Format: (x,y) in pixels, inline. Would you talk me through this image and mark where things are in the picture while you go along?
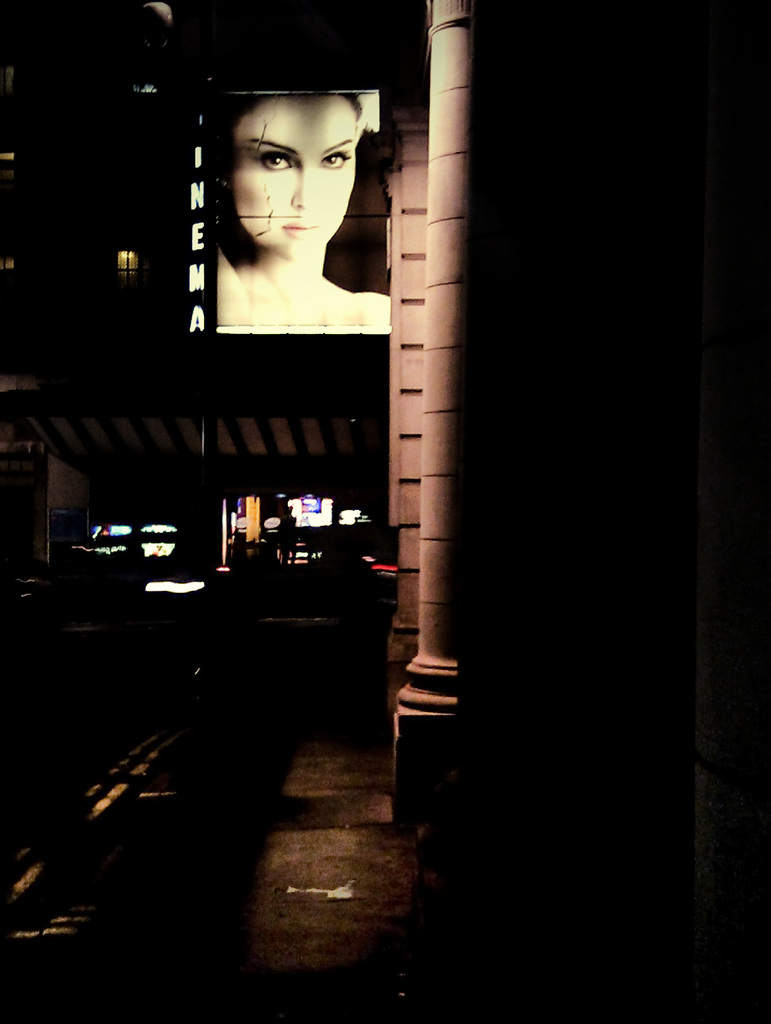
This image is taken during night mode. In this image we can see pillars (438,584) and there is a woman hoarding (289,218) attached to the pillar (429,306). In the background (138,329) there are buildings (113,299).
